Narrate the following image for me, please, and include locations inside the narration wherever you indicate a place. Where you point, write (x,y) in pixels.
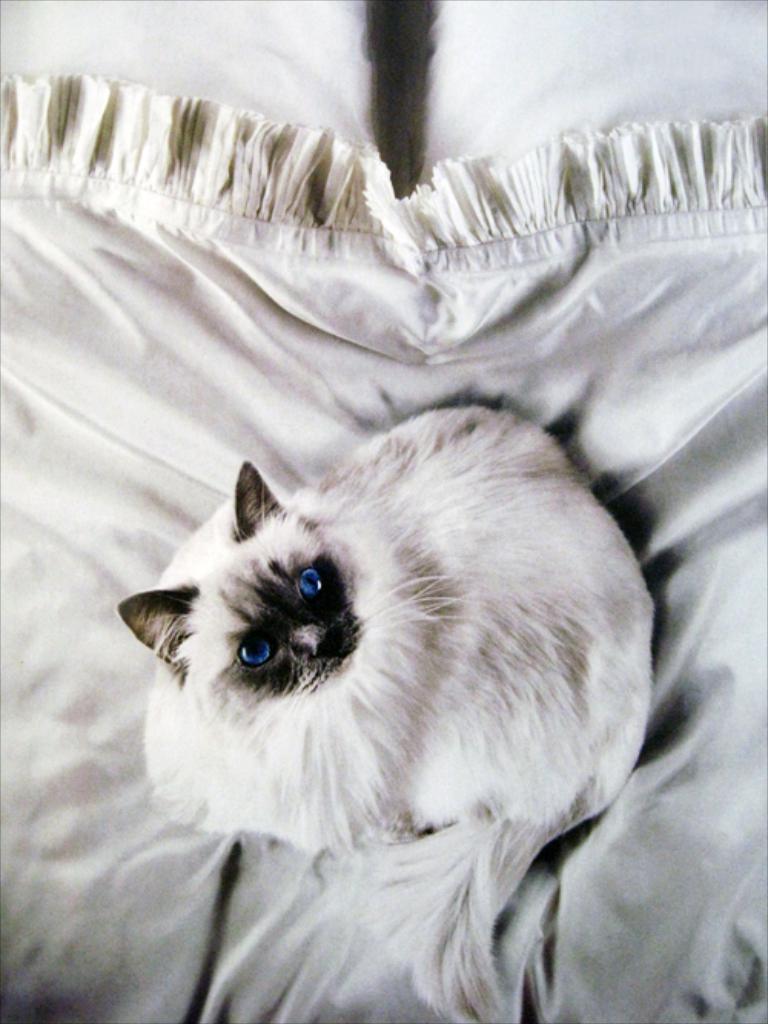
In this image I can see a cat (459,559) in white and black color on the white color cloth (312,198).
